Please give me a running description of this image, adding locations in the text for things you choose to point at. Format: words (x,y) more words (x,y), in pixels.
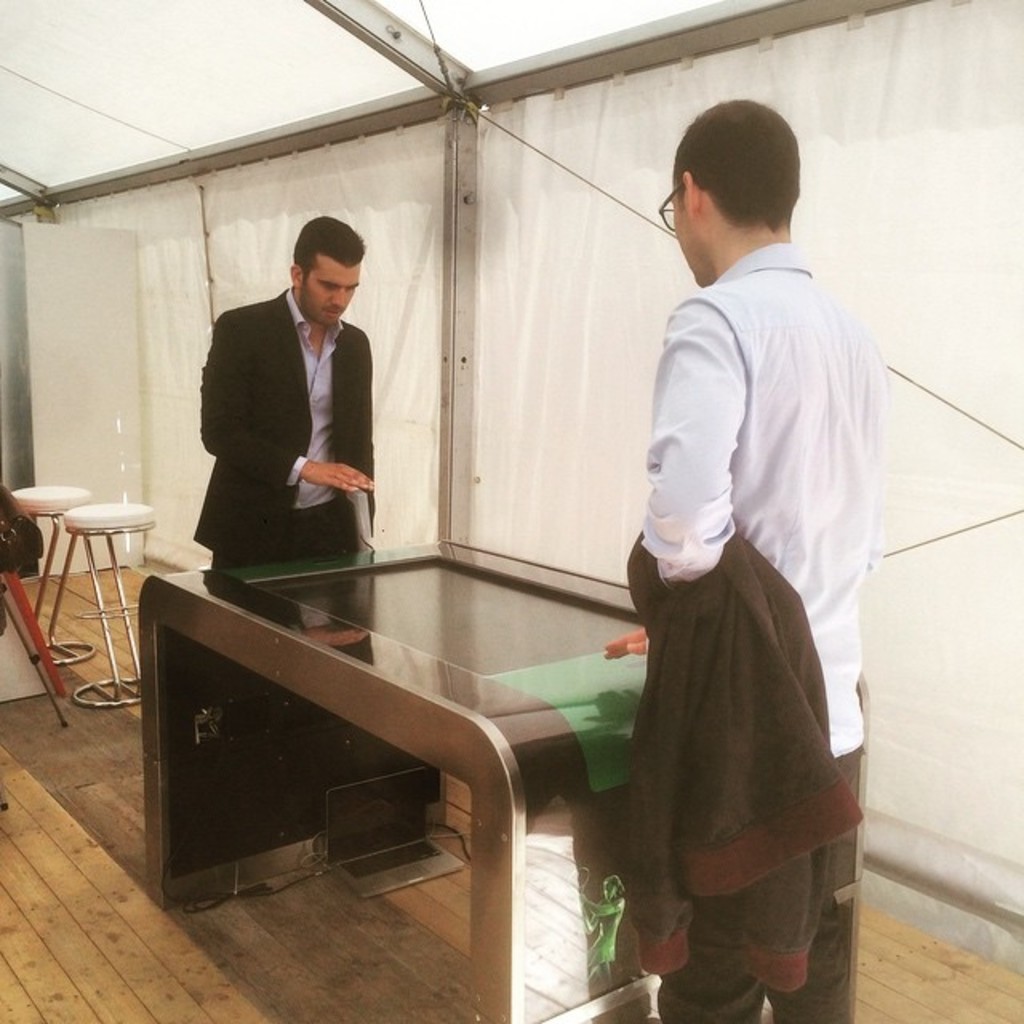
There is man (267,373) with black jacket (278,376) is standing. And the other man (781,408) with the white shirt (810,451) is standing. In between them there is a table (380,648). To the side of them there is a curtain (562,317). And in the back side (38,497) there are two chairs (99,507).
